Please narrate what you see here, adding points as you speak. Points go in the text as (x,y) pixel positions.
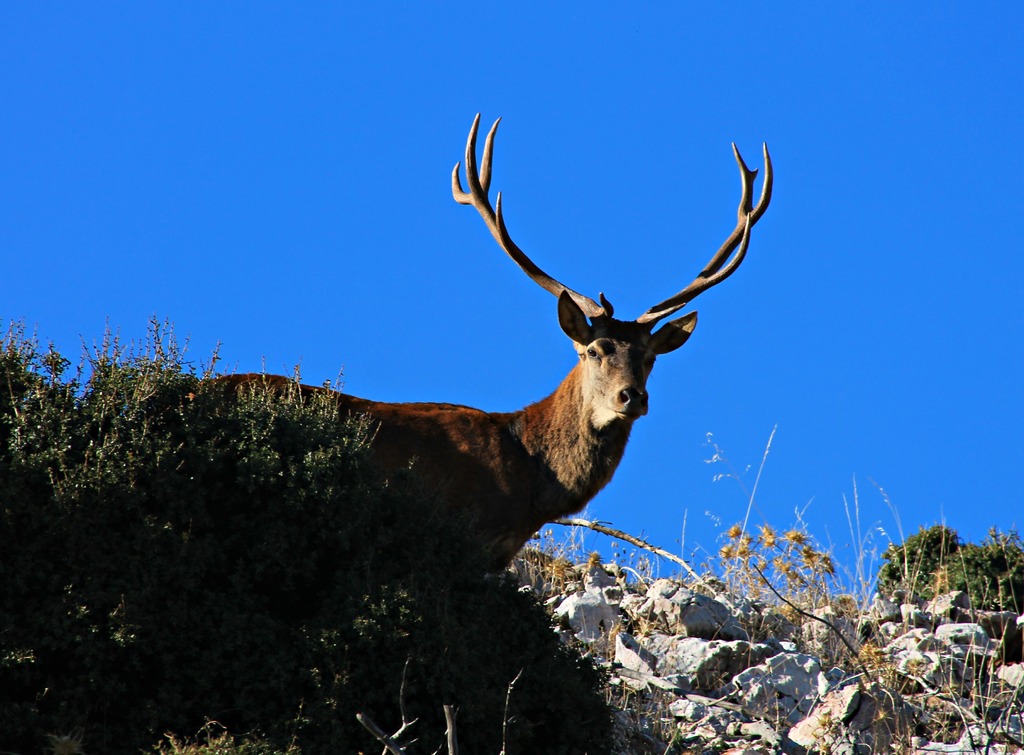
In this image in the center (524,416) there is an animal (524,416), at the bottom (161,553) there are some plants (313,595) and some rocks (682,651). And at the top of the image (726,165) there is sky (624,169).
